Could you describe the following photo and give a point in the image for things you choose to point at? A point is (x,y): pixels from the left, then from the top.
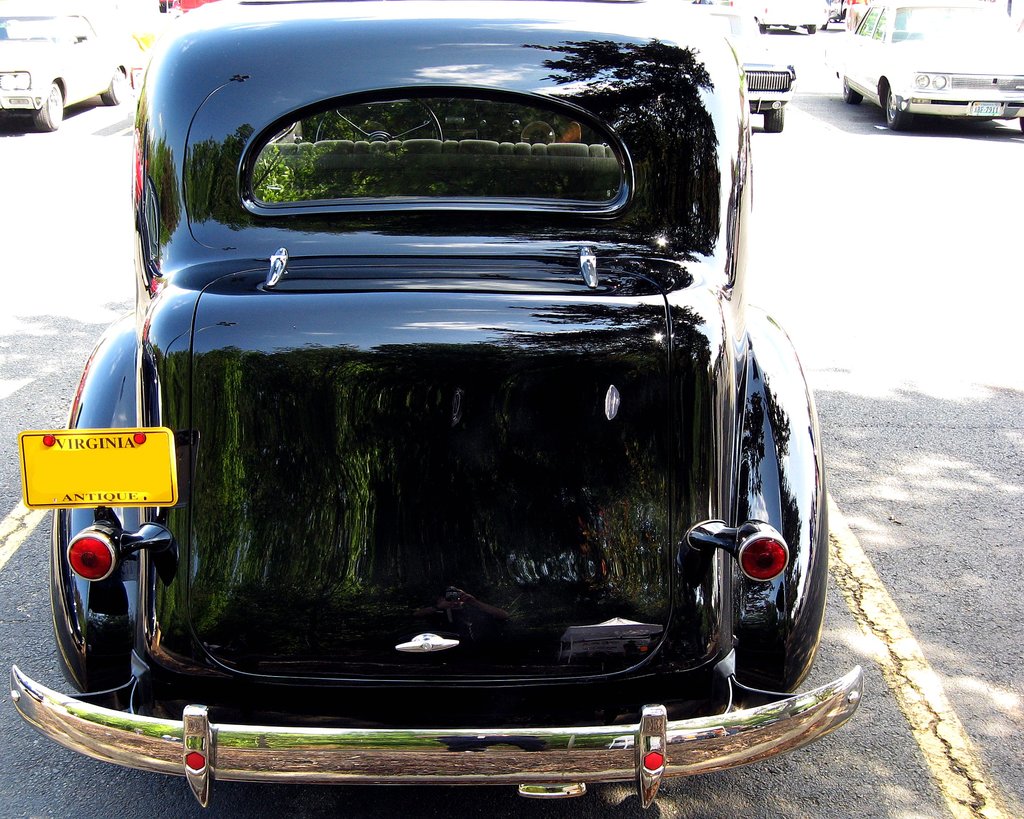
In this picture we can see a black car (514,708) on the road (822,750) and in the background (31,64) we can see some vehicles (869,49).
